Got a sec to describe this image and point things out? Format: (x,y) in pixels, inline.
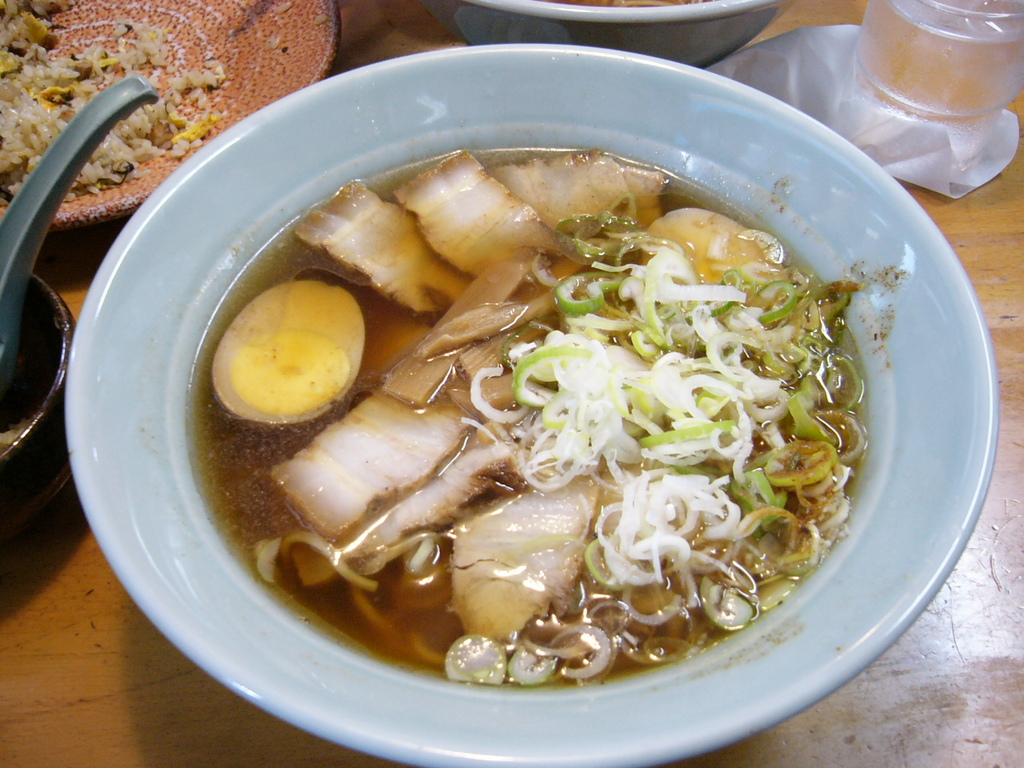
In this image we can see bowls (160,340) and a plate (184,107) containing food (319,509) and a spoon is placed on the surface (48,692). In the top right corner of the image (948,65) we can see a glass (943,8) on a tissue paper (991,147).
